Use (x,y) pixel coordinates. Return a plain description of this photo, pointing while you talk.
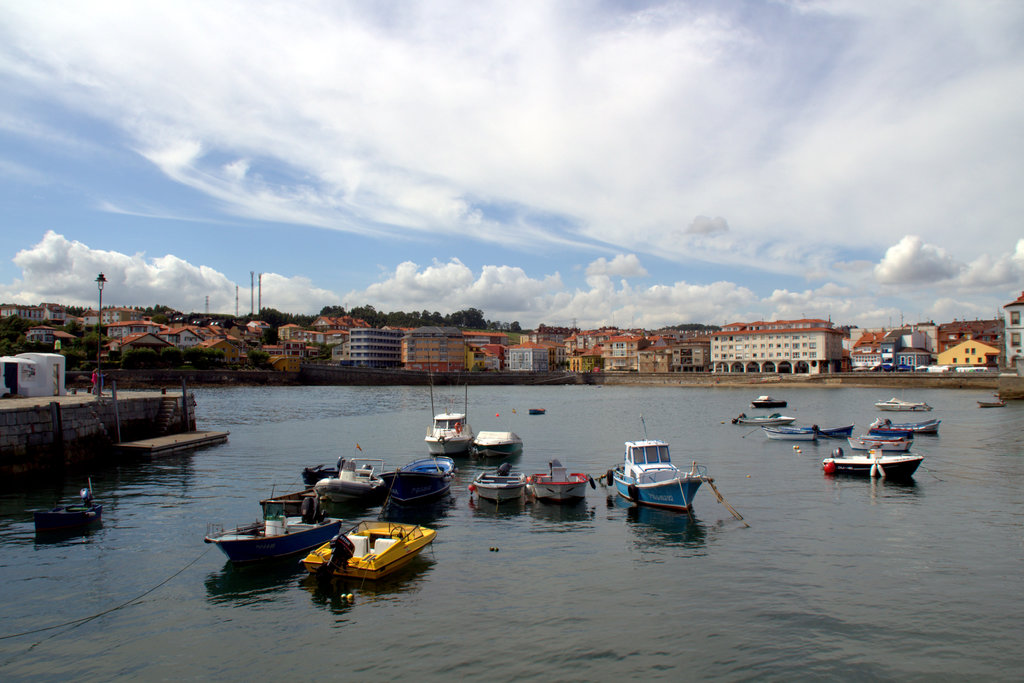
This is an outside view. At the bottom (302,532) there are few boats (364,463) on the water (346,441). In the background (372,353) there are many buildings (355,347) and trees (425,315). At the top of the image (475,109) I can see the sky (221,132) and clouds (509,107).
